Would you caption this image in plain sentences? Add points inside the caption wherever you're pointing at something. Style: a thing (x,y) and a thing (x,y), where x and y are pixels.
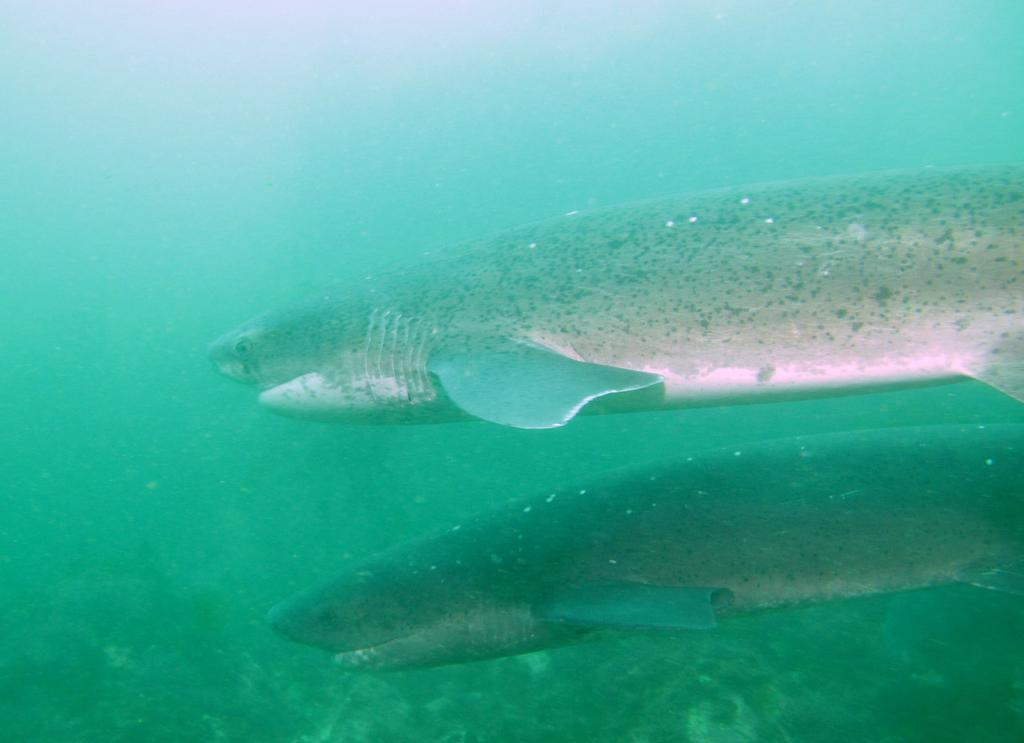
In this picture we can see two fishes (565,241) and the grass (719,676) in the water (686,685).
